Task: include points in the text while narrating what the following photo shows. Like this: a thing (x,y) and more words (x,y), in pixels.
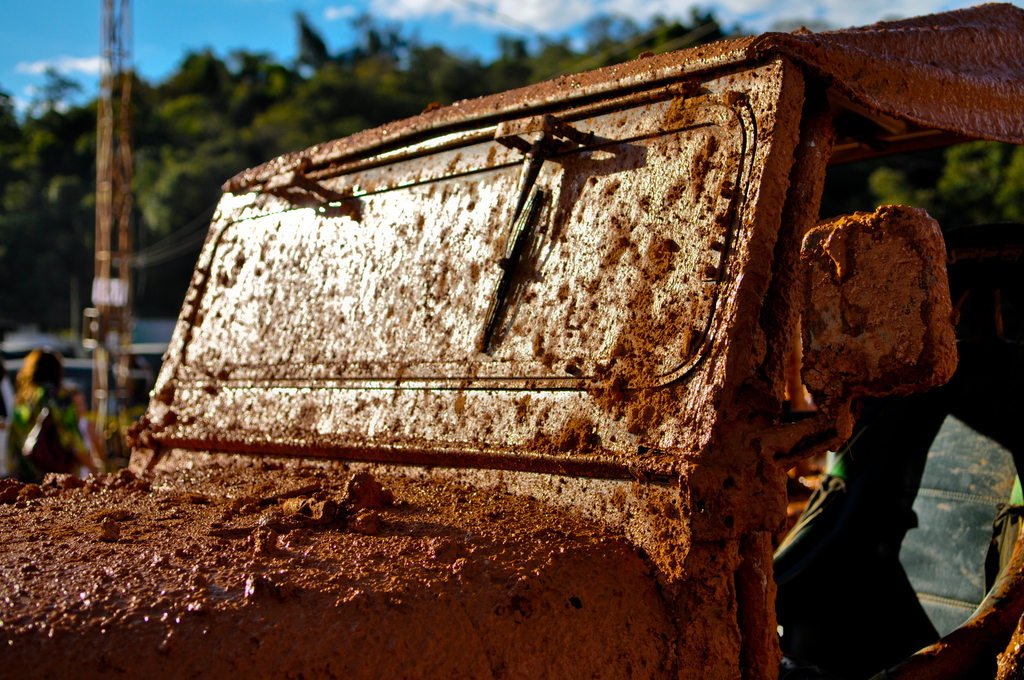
In front of the image there is a jeep (617,444). On the left side of the image (14,445) there is a person (62,422). In the background of the image (128,261) there are trees (229,168), pole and sky (200,24).
